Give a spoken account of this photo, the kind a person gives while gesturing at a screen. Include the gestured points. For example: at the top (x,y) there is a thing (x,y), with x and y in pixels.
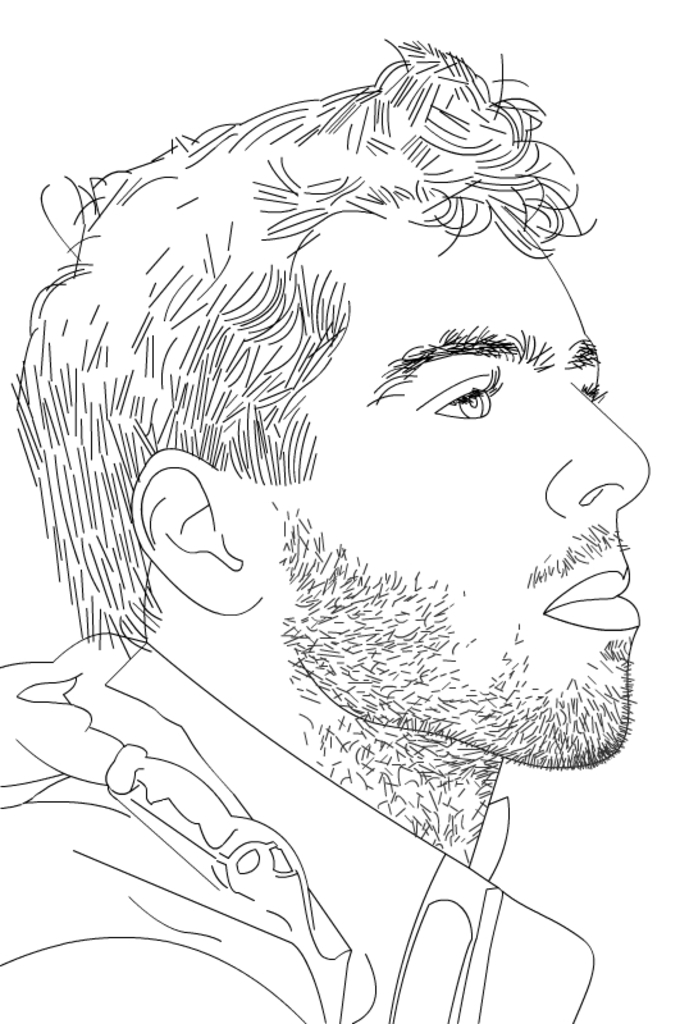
In the image we can see drawing (382,74) of a person (330,108).
